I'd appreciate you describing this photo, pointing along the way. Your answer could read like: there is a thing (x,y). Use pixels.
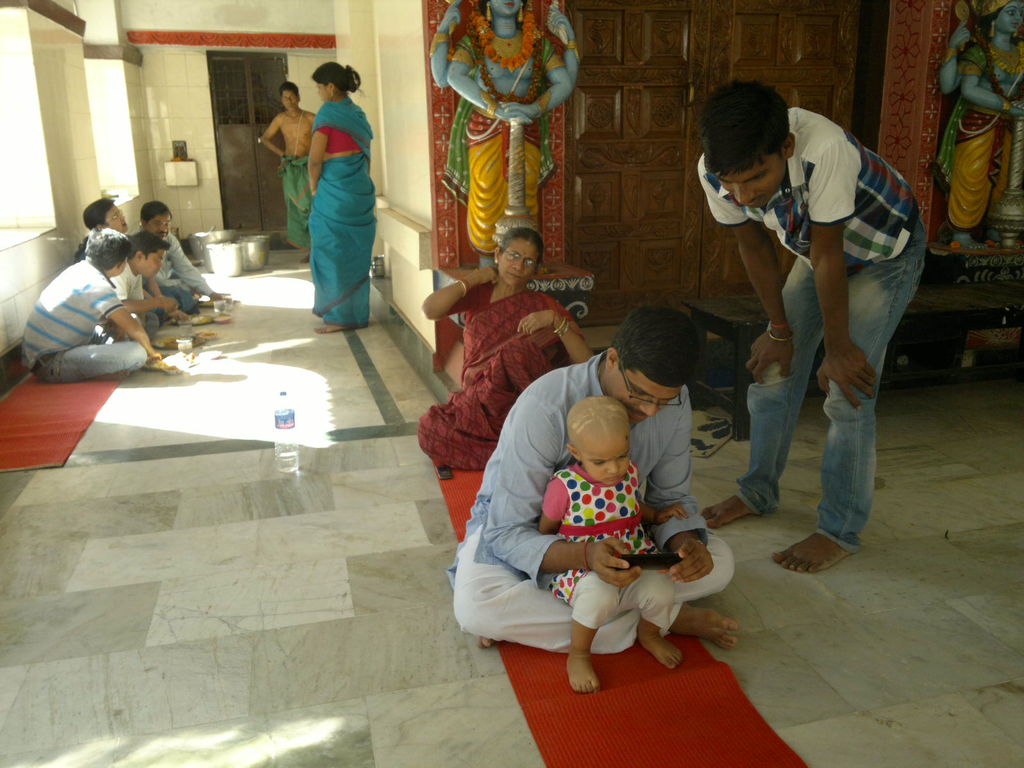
In this image there are group of people (554,456) sitting on the mats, three persons (843,208) standing, there are plates (208,315), glasses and a bottle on the floor (327,381), and in the background (670,305) there is a bench (1010,291), doors (622,28), sculptures of gods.
